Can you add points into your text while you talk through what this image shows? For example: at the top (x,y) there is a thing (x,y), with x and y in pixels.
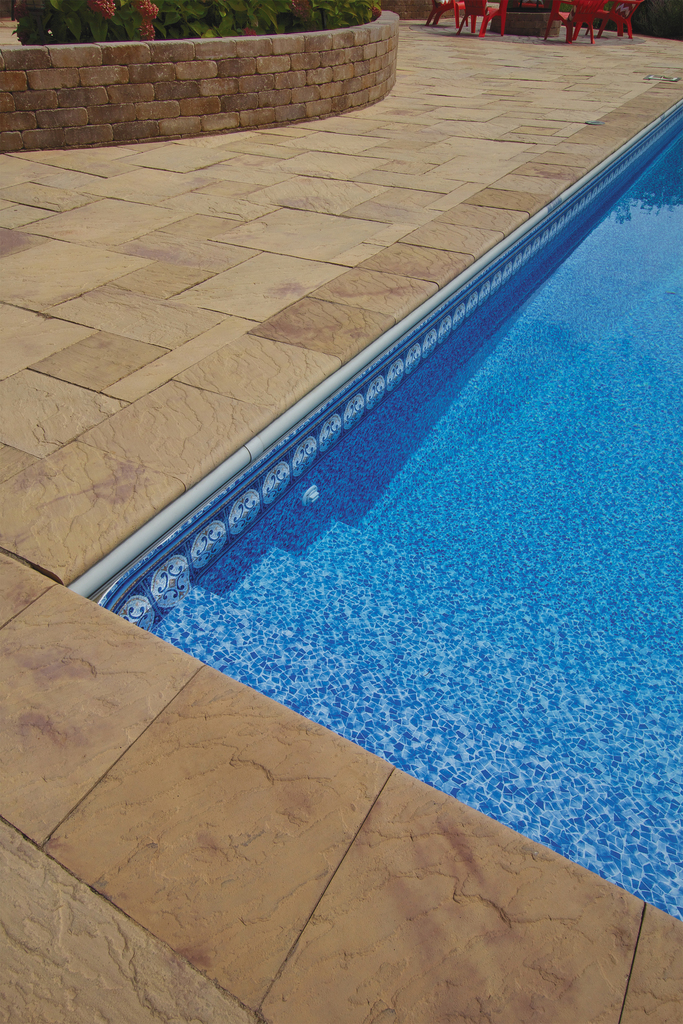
In the center of the image (308,594) we can see the swimming pool (259,520) and a platform (142,478). In the background (223,73) there is a wall (197,69), plants (180,21) with flowers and chairs (457,12).
